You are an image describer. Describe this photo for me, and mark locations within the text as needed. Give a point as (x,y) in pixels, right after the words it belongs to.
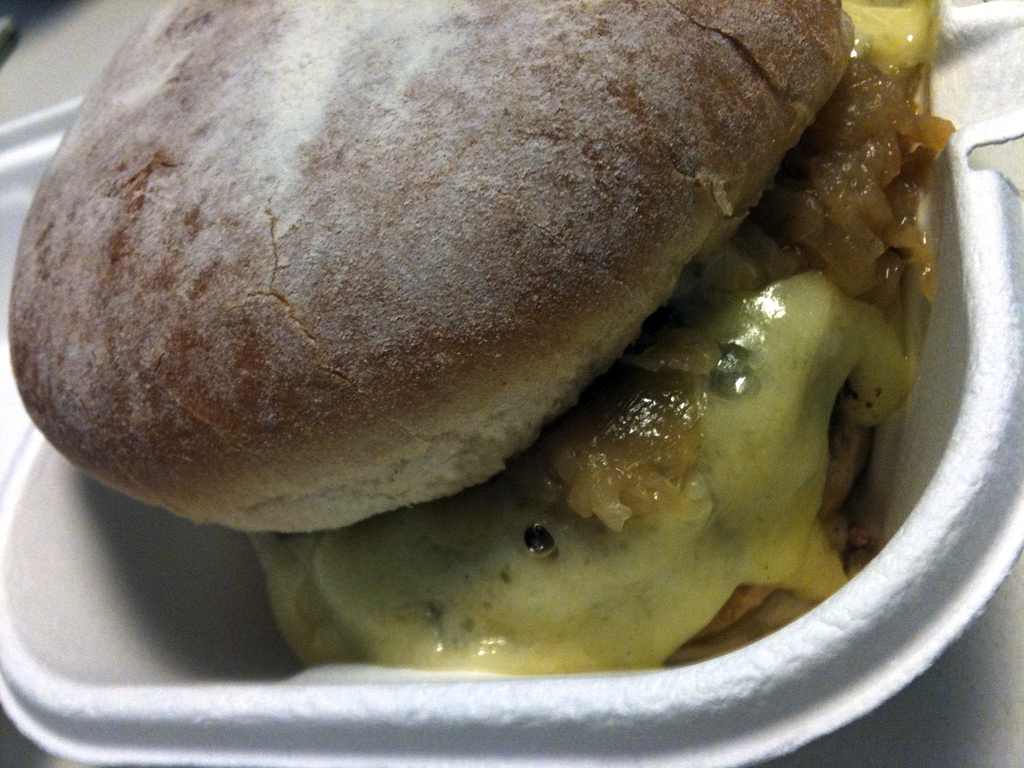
In this picture we can see some food items (784,268). It looks like these food items (332,189) are in a white bowl (252,699).
